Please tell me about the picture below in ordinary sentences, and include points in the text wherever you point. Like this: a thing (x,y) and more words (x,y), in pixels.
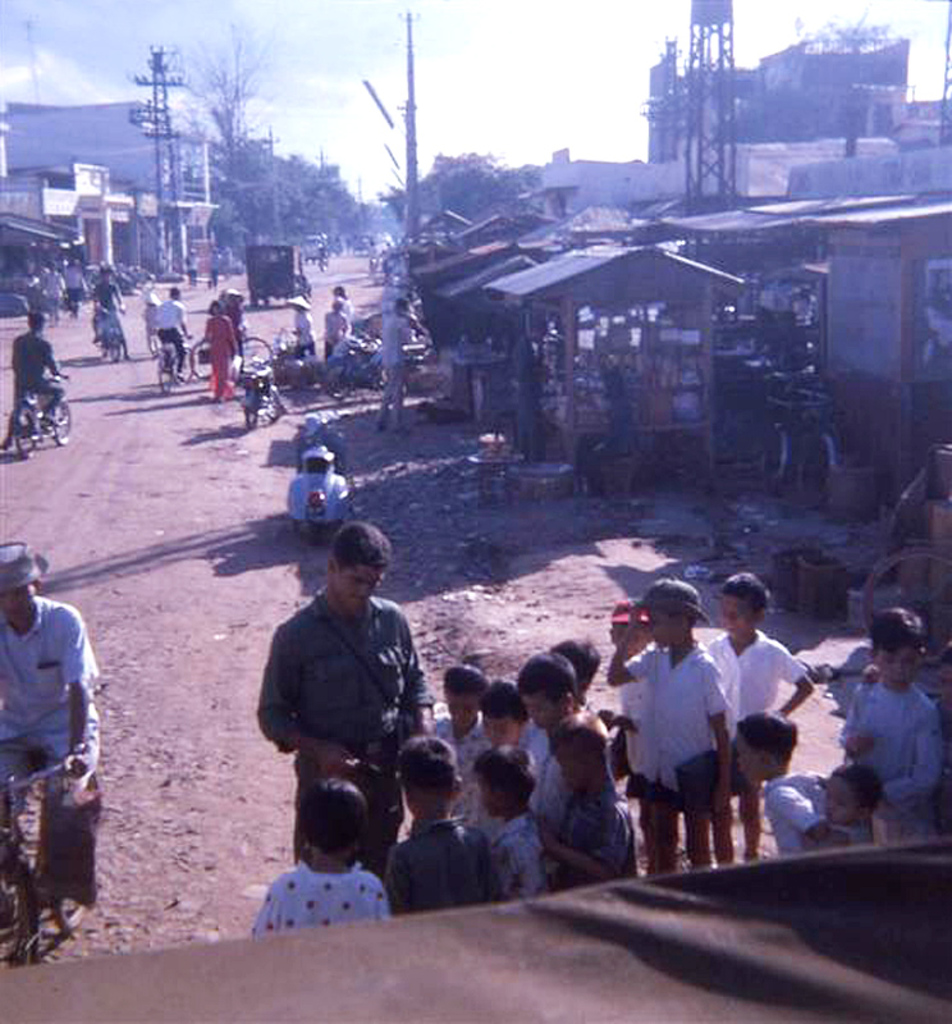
At the bottom (775,729) few people (706,717) are standing and observing him. On the left side (29,612) a man (19,624) is riding the cycle (34,878), he wore hat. On the right side (791,208) there are iron sheds (716,267) and buildings (791,152), at the top (381,85) it is the sky (403,69).
